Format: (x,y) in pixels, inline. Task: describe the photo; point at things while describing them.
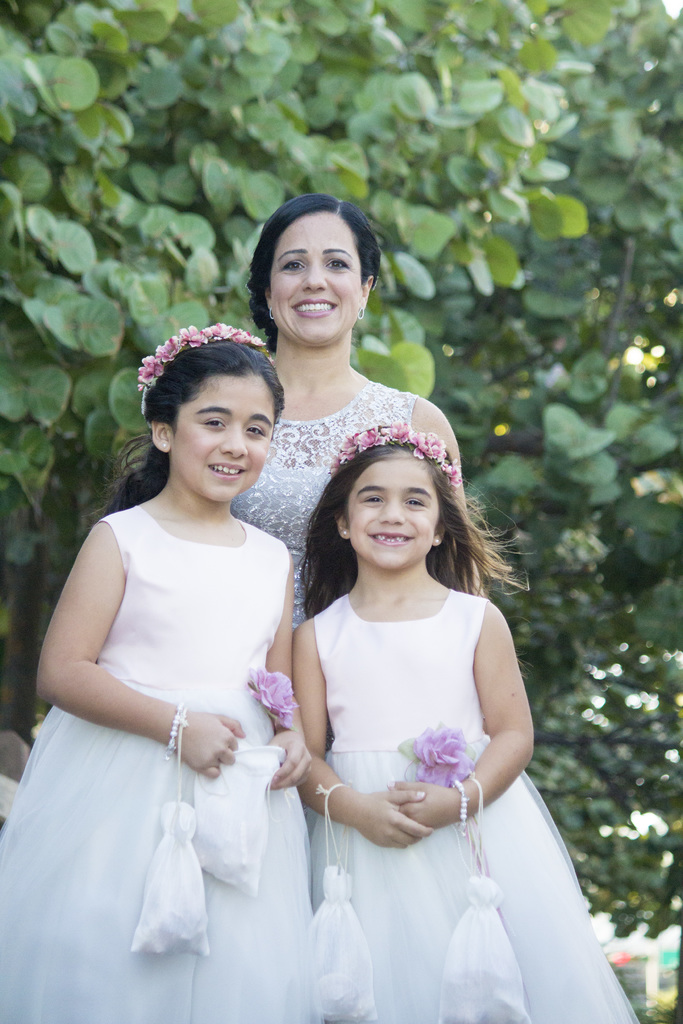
In this picture there are group of people (272,868) standing and smiling. At the back (247,40) there is a tree (443,228).
